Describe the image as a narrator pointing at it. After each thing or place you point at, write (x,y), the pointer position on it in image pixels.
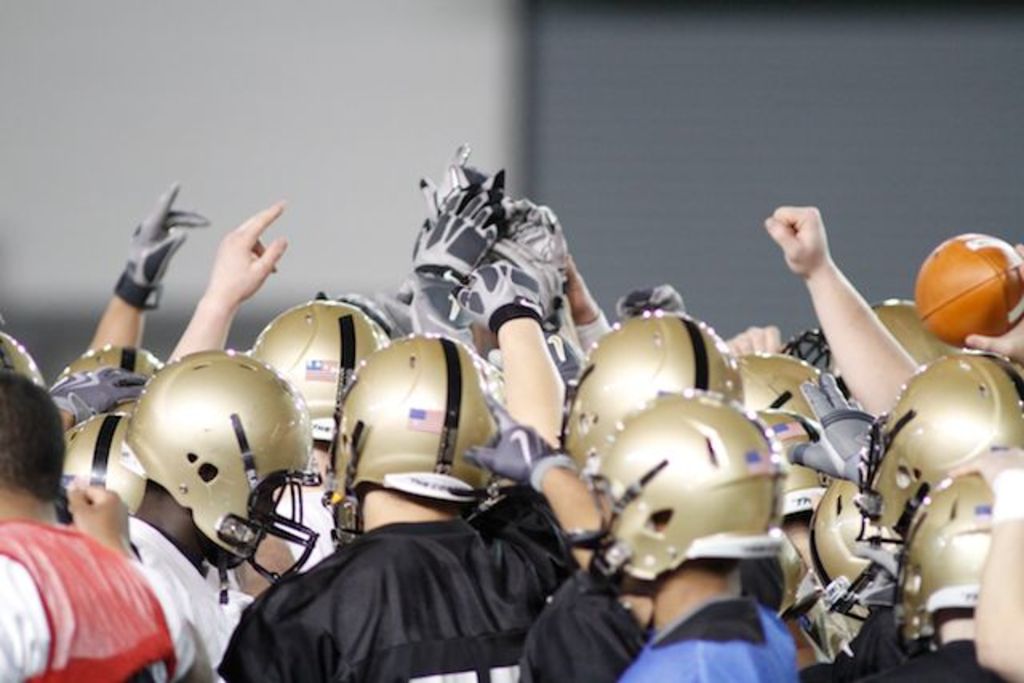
There are people (202,426) wearing helmets (432,363) as we can see at the bottom of this image (817,479).
